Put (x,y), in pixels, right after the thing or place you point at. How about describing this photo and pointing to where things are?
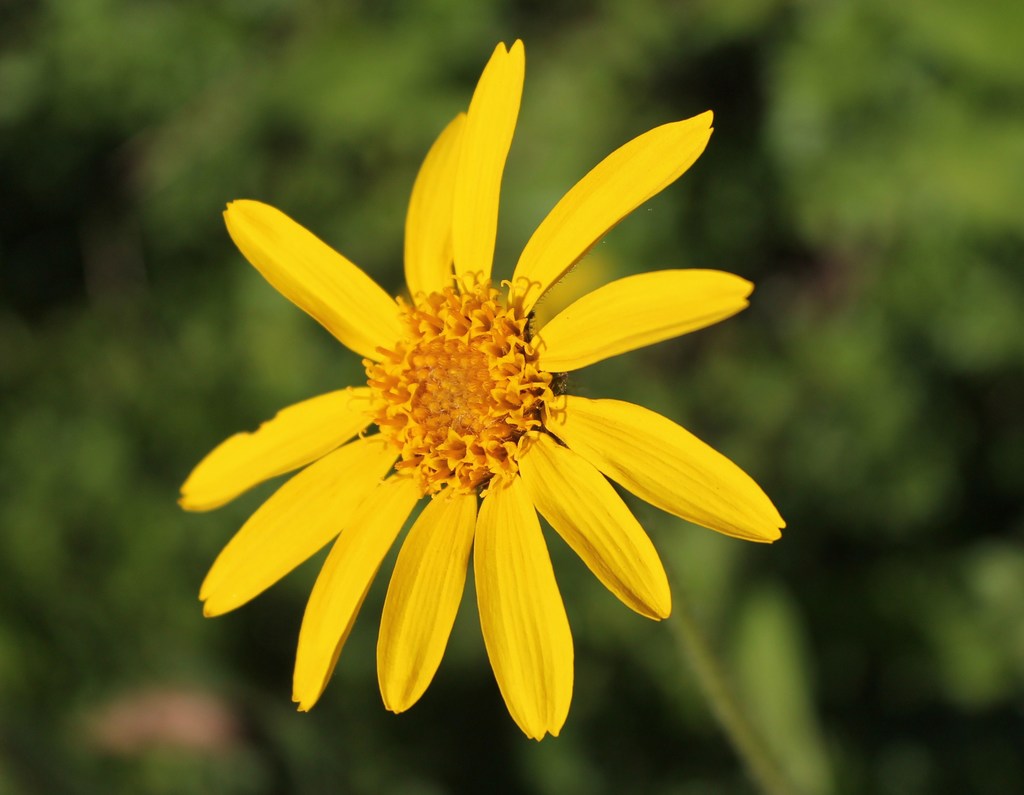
In this picture there is a yellow color flower (487,470) in the front (573,489). Behind there is a green blur background (819,587).
